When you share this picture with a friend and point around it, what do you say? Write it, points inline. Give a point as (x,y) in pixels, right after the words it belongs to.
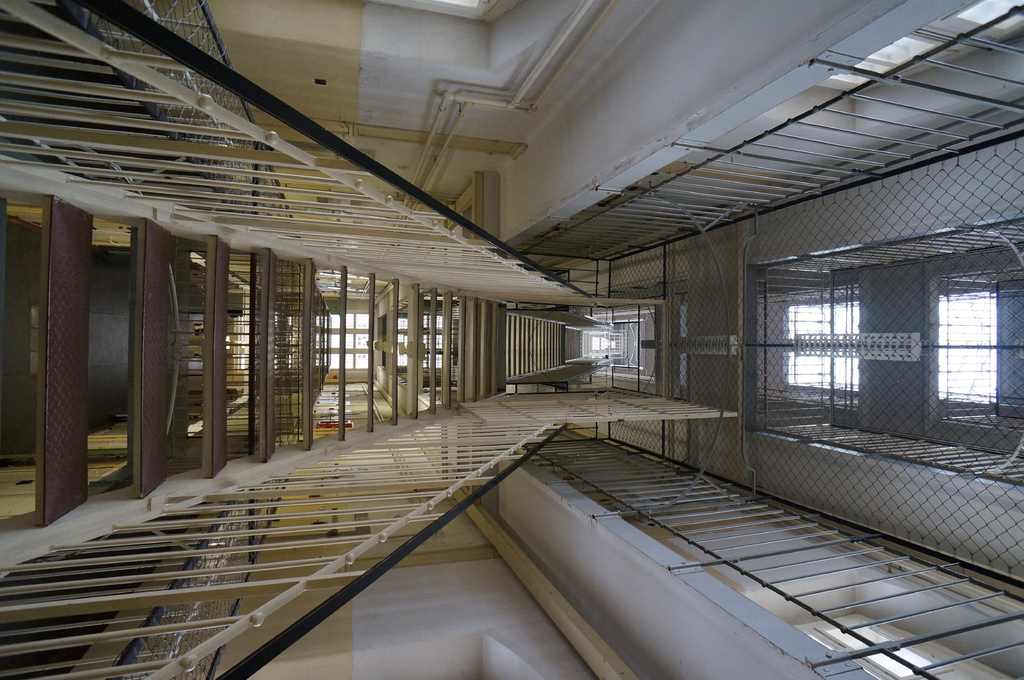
In this image, there is a staircase (547,351) with the staircase holders (413,473). At the bottom of the image (684,539), I can see the iron grills (668,515) and the wall (449,634). At the top of the image (444,109), there are pipes (555,53) attached to the wall (540,107). On the right side of the image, I can see the fence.
